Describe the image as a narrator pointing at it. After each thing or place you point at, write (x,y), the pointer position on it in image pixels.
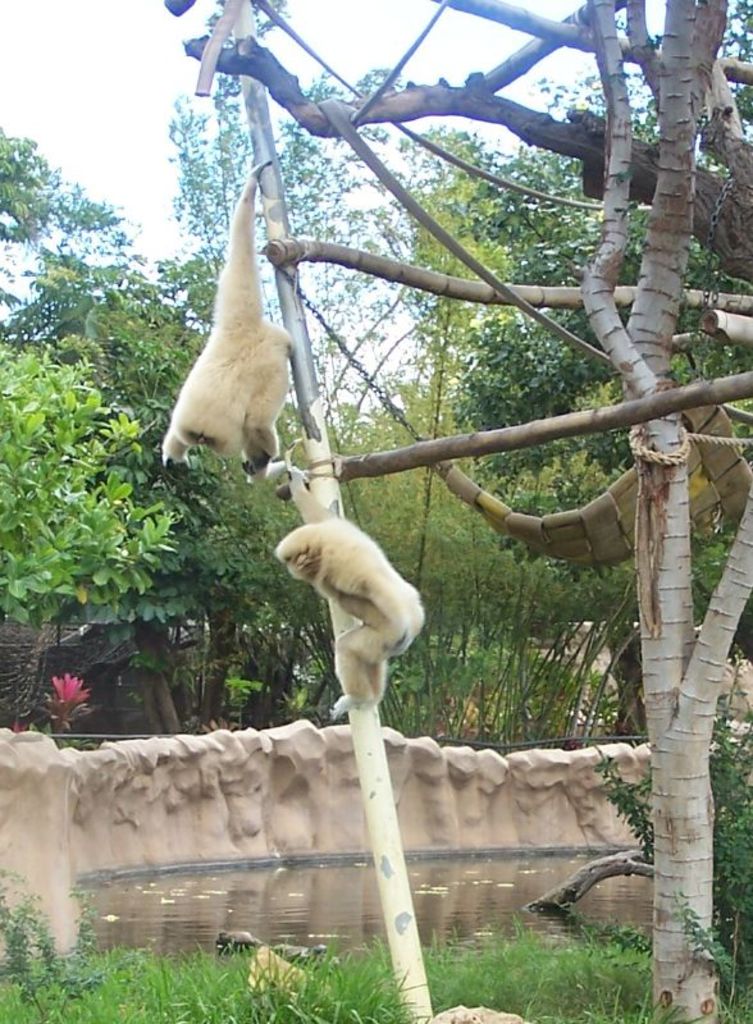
At the bottom of the image (128,983) there is a grass (164,984), behind the grass (159,996) there is a pond (551,856). On the right side of the image (729,630) there is a tree (670,336). On a pole (393,826) there are two monkeys (374,624) and on the tree (679,480) one swing (703,476). In the background of the image (332,419) there are trees (363,231) and sky (188,250).
